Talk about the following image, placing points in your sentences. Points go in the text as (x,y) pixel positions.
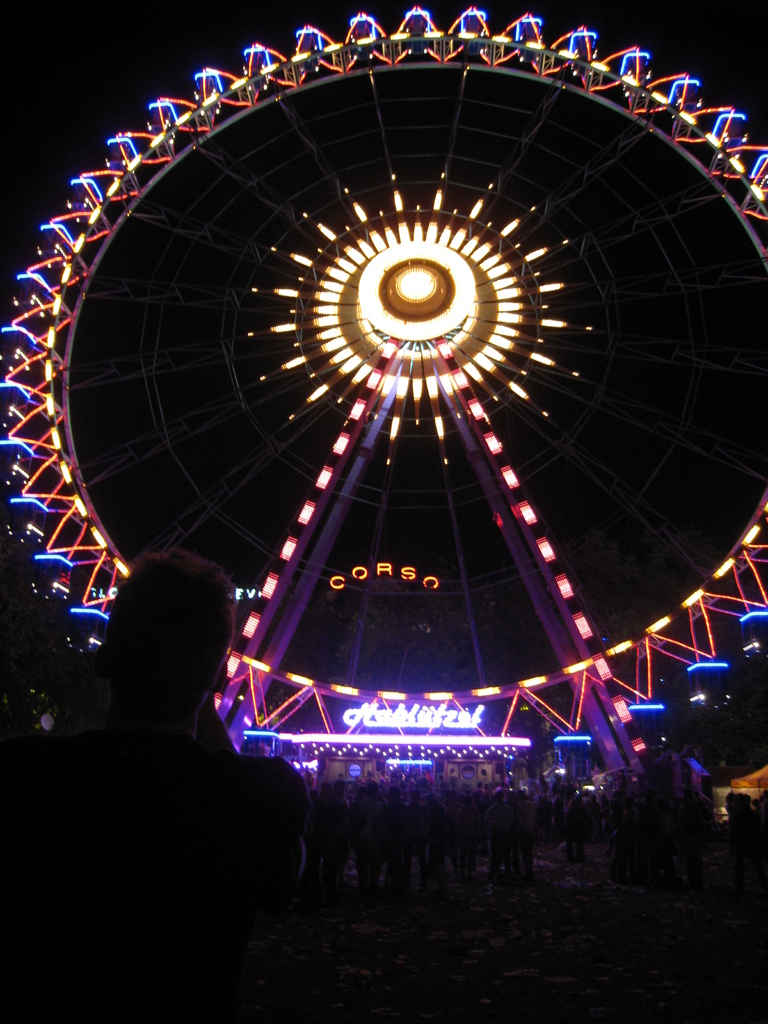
There is a giant wheel (356,368) with lights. In front of that there are many people (464,825).
